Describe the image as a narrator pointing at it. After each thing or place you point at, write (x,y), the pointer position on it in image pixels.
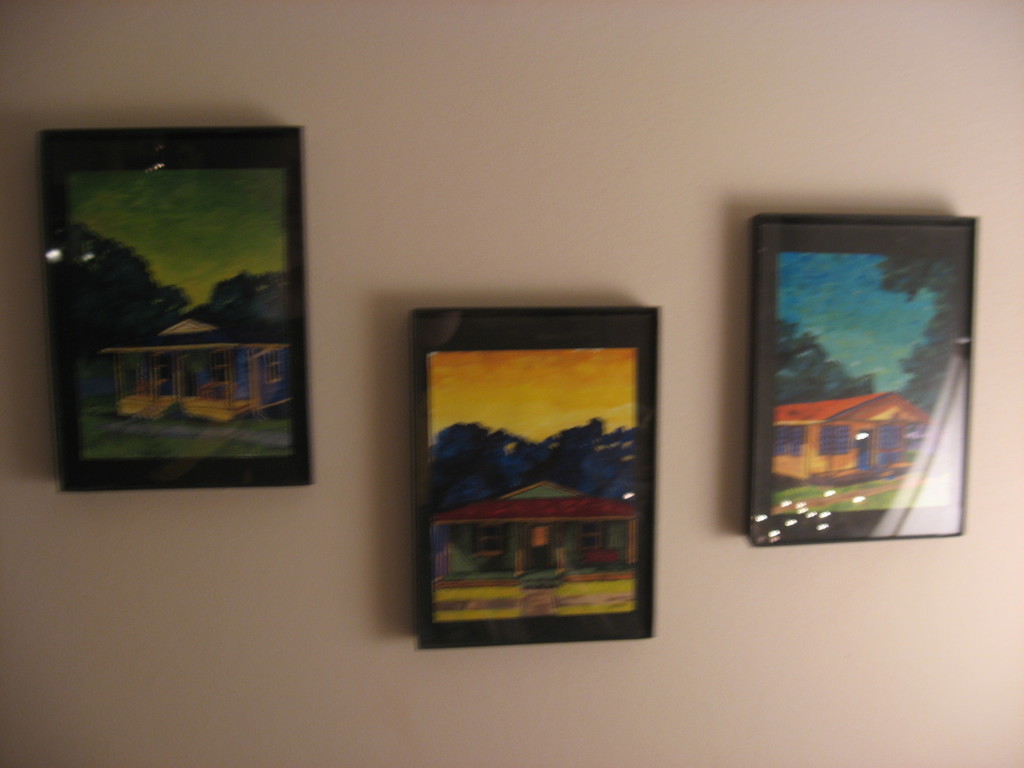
In this picture I can see photo frames (186,385) attached to the wall (899,49).
